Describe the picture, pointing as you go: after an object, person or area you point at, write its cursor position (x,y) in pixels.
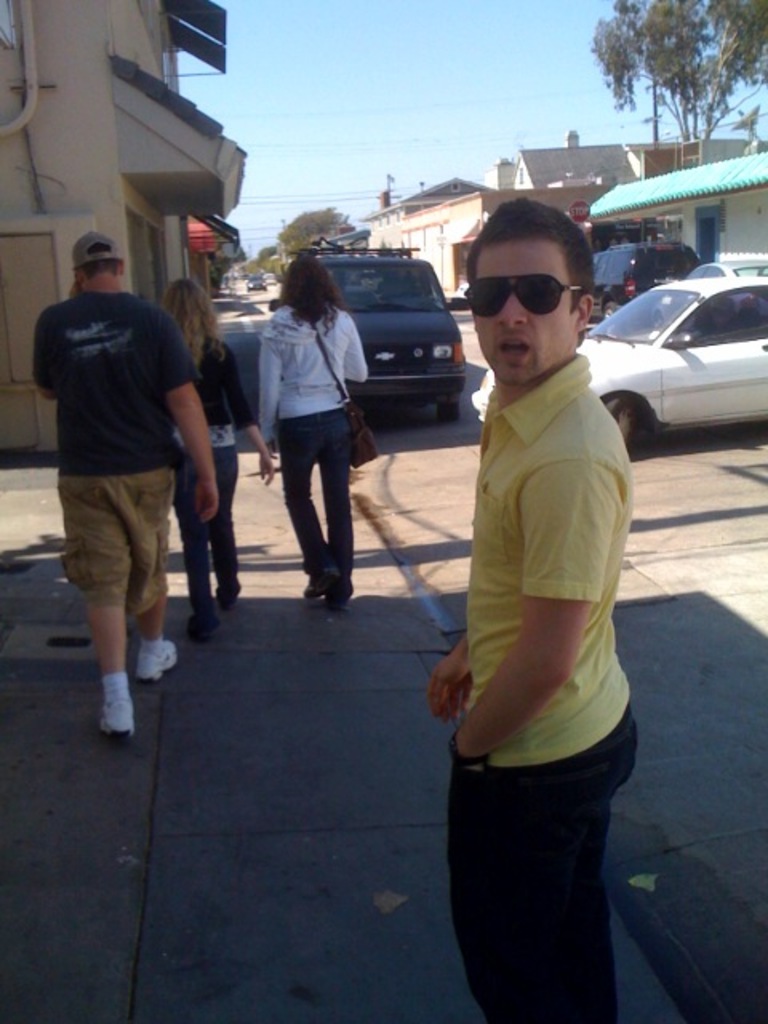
In this image I can see group of people (605,720). In front (490,882) the person (517,589) is wearing yellow and black color dress (558,962) and I can see few vehicles (413,342), buildings (70,211), trees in green color and the sky (341,101) is in blue and white color.
